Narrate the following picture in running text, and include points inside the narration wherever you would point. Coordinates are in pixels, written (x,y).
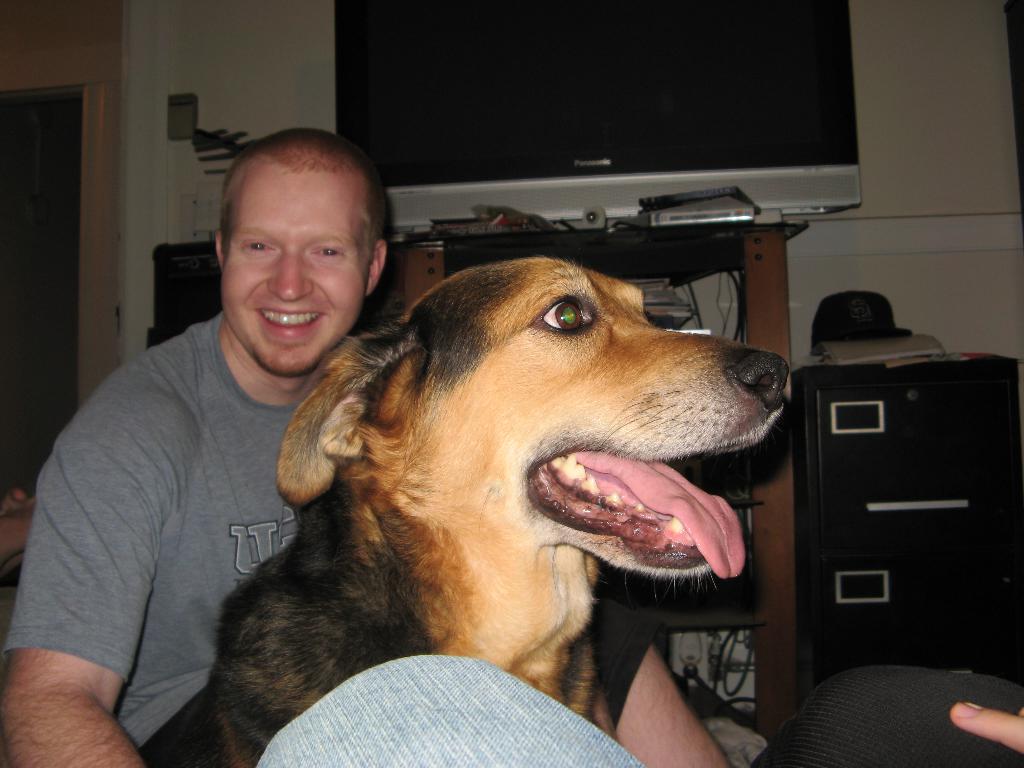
In the center of the image (343,293) we can see a man (248,375) is sitting and smiling and holding a dog (433,460). At the bottom of the image (853,710) we can see the person's legs (801,738), finger (958,718). In the middle of the image (428,286) we can see a table (633,248). On the table (582,248) we can see a screen (599,199), cables (566,224) and some other objects (584,222). On the right side of the image (939,450) we can see a filing cabinet (899,441). On a filing cabinet (883,381) we can see cap (836,305) and books (909,343). In the background of the image (5,327) we can see the wall (265,95), door (72,191) and some other objects (198,139).
